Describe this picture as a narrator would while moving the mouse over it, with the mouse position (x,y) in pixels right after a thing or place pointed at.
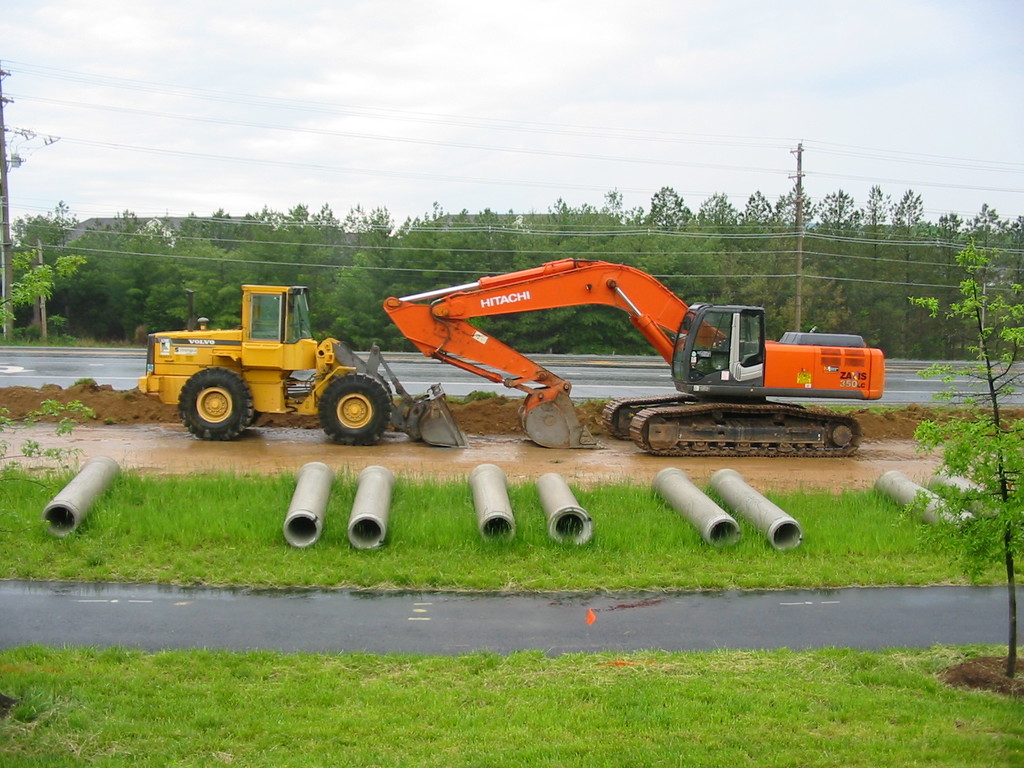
In the center of the image (664,341) we can see a bulldozer (262,314) and an excavator (489,378). At the bottom (268,712) there is grass (389,673) and we can see pipes (348,531). In the background (780,269) there are poles (796,157), trees (185,268) and sky (525,41).
